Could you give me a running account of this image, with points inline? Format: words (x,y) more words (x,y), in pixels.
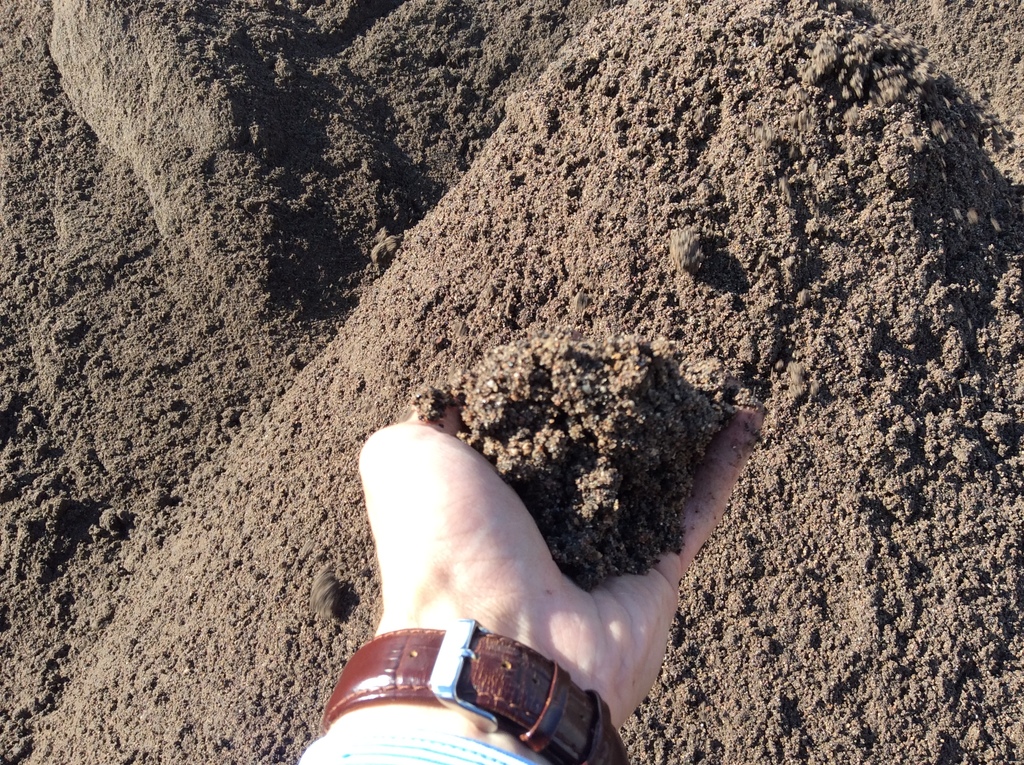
In this image I can see a hand (460,535) of a person (446,472) and I can see this person (559,636) is holding sand (620,484). I can also see this person (382,739) is wearing a brown colour watch (501,712) and in the background (788,538) I can see ground (573,89) full of sand (865,344).
